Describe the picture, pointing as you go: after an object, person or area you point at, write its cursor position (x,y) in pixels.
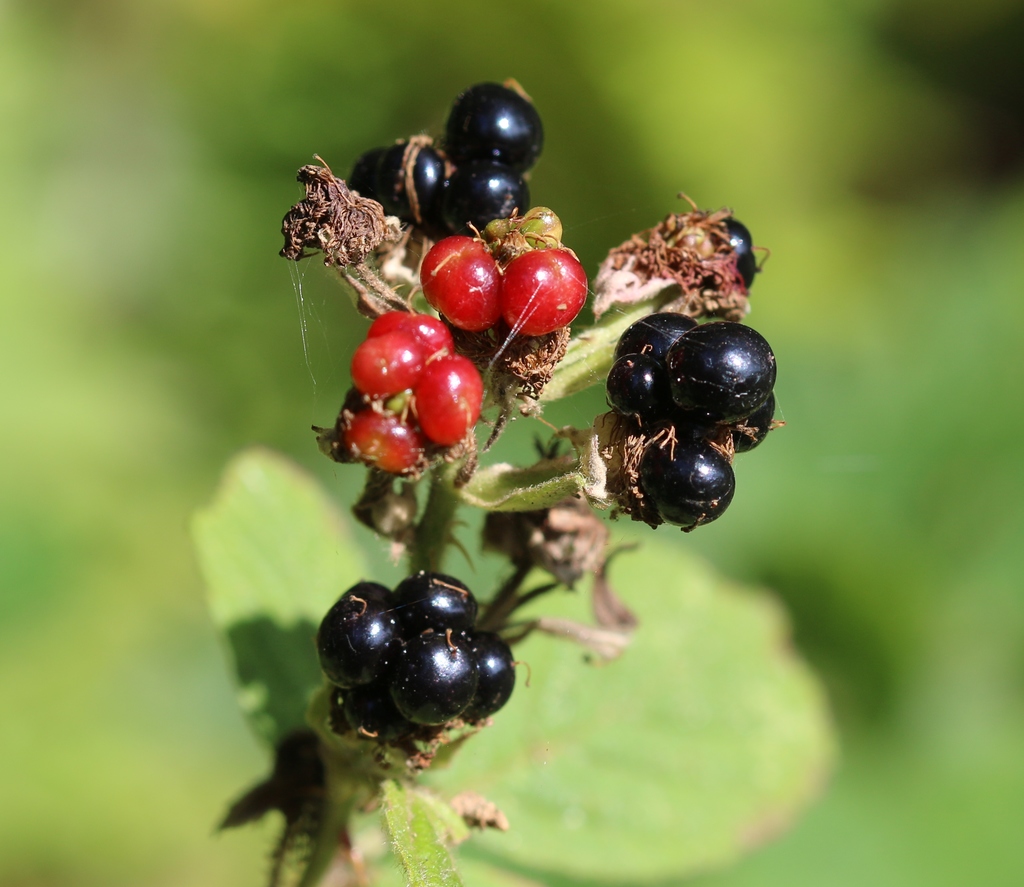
In this image there are few berries (424,671) in a plant (471,625). The background (885,790) is blurry. The berries (439,623) are black and red in color.
